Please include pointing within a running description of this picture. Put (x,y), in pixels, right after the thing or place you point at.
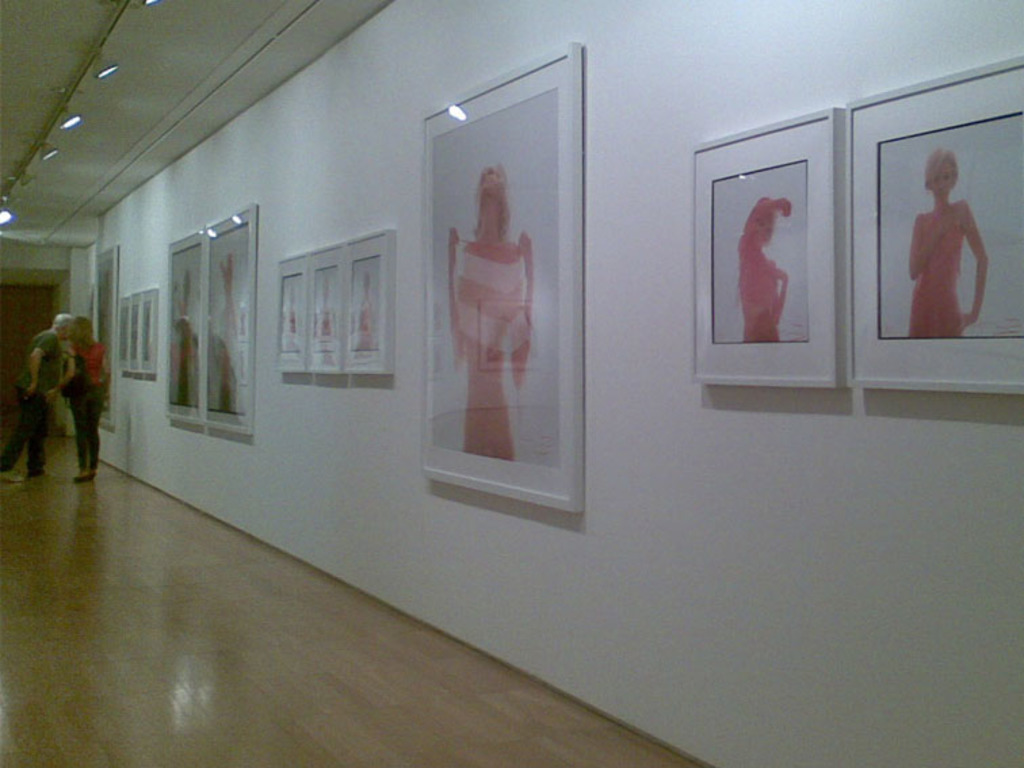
In this image, we can see two persons (68,375) standing and wearing clothes (27,412). There are some photo frames (718,233) on the wall (82,258). There are some lights (4,217) on the ceiling (82,128) which is in the top left of the image (65,171).
